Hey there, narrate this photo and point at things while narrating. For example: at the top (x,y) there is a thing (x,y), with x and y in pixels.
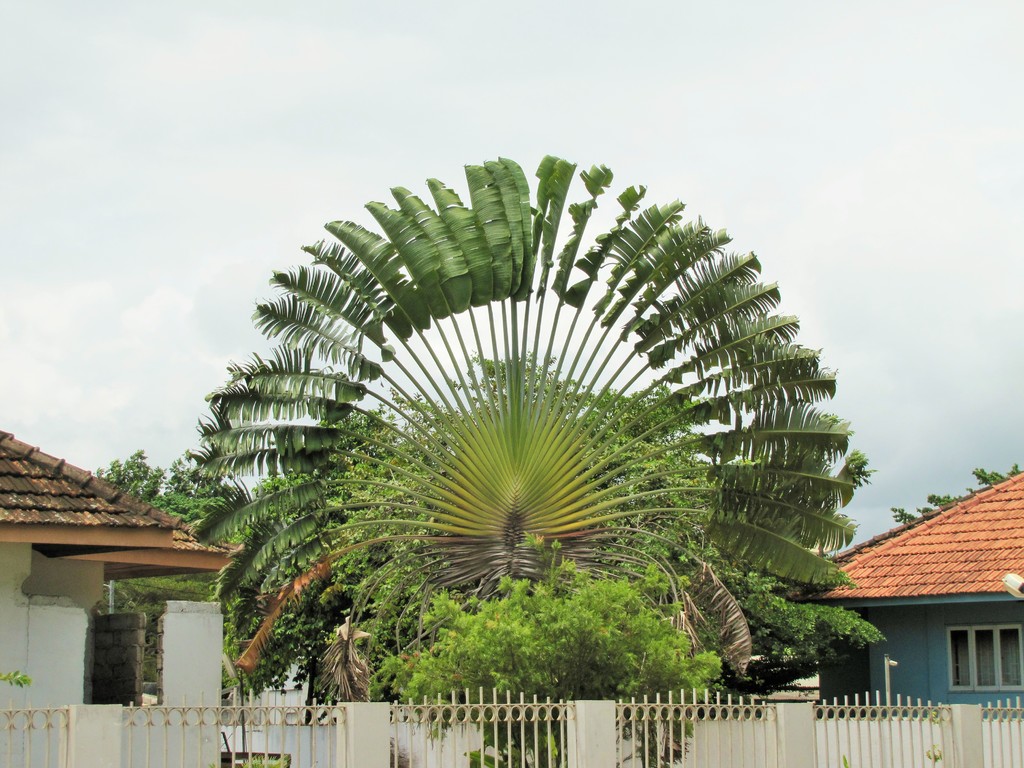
We can see railing (86,725), houses (977,596), lights (890,662), pole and trees (752,558). In the background (932,162) we can see sky (405,133).
